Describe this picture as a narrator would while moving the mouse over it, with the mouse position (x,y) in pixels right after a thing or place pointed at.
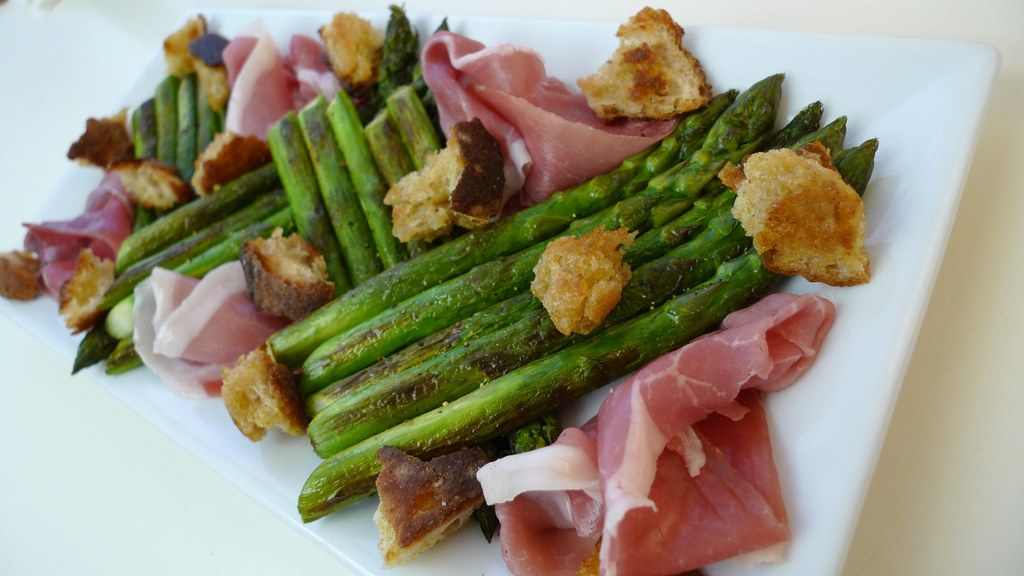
In the image there are chopped vegetables (400,295), meat (556,555) and bread (589,559) on a plate (310,474) on a table (943,412).
